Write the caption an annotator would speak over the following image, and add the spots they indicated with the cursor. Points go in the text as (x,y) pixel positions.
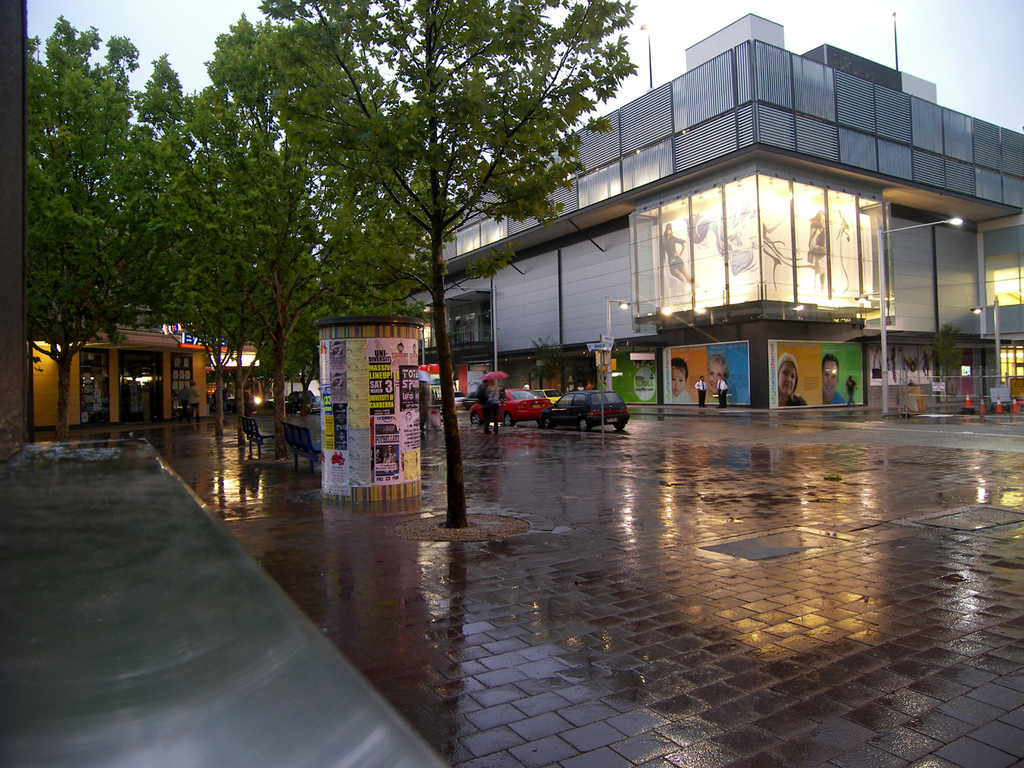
We can see trees (57,111), benches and road (845,534). In the background (589,428) we can see car (558,409), lights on poles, buildings (941,249) and sky (689,8).
